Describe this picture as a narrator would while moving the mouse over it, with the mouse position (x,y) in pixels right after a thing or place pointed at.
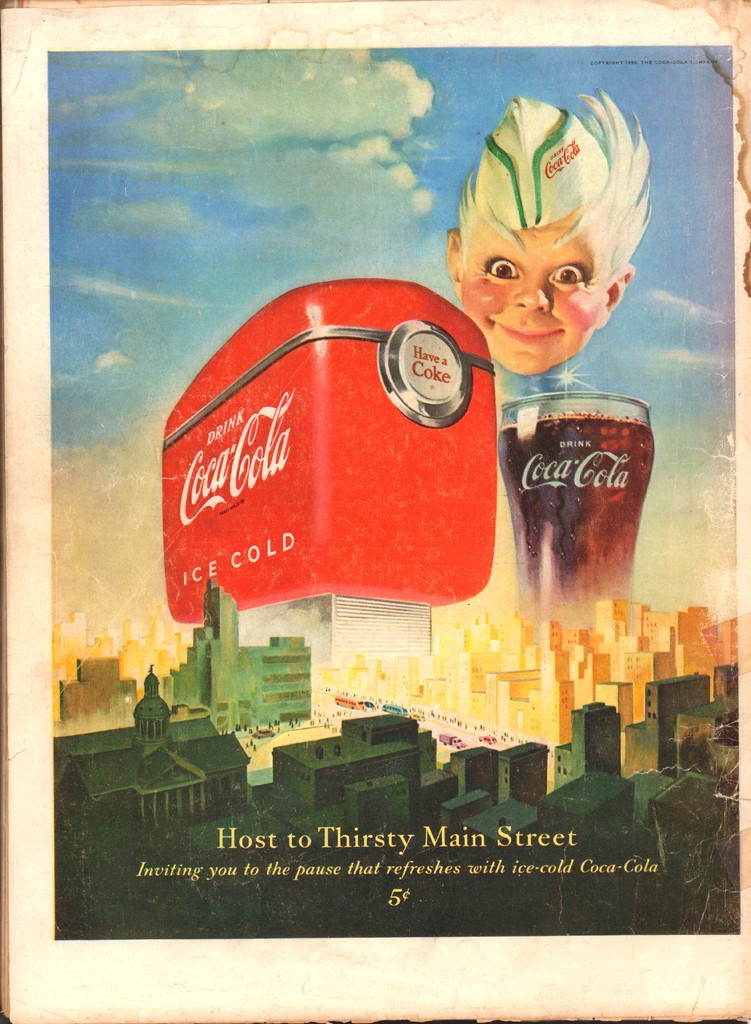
In this picture we can see a poster (561,772), here we can see buildings (561,769), person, sky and some objects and some text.
